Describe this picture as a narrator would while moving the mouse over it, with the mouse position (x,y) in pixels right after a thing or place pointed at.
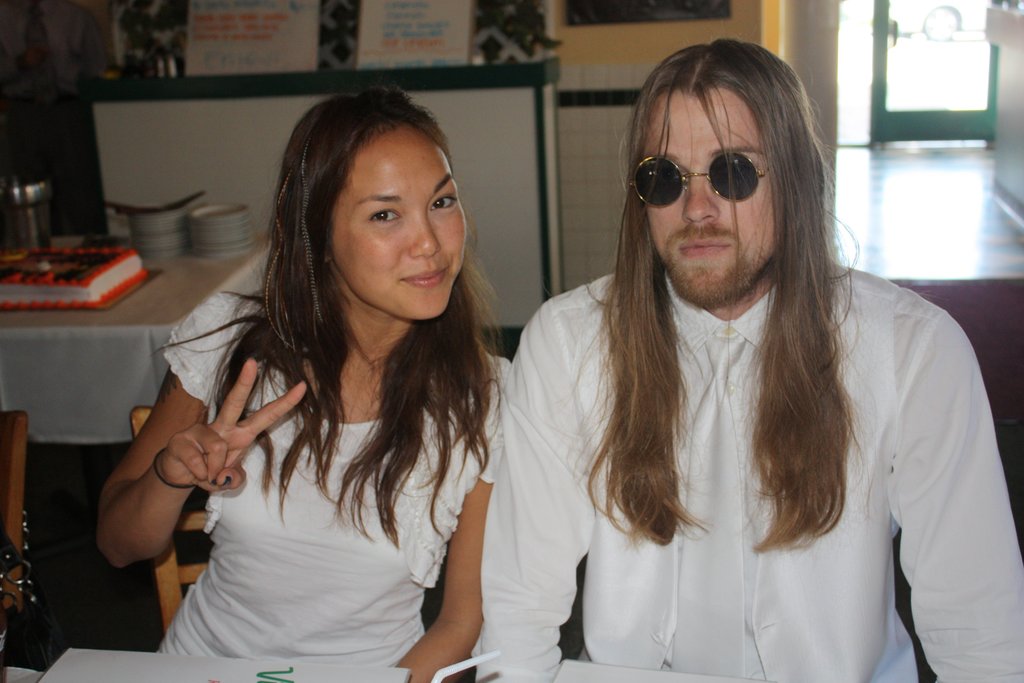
In this image I can see a woman (265,520) wearing white dress (332,564) and a man (657,447) wearing white dress (708,521) and black goggles (725,160) are sitting on chairs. In the background (162,317) I can see a table (160,338) and on the table (161,298) I can see few plates (177,220), few utensils (123,207) and a cake (90,275). I can see the door (879,94) through which I can see a car (950,27).
